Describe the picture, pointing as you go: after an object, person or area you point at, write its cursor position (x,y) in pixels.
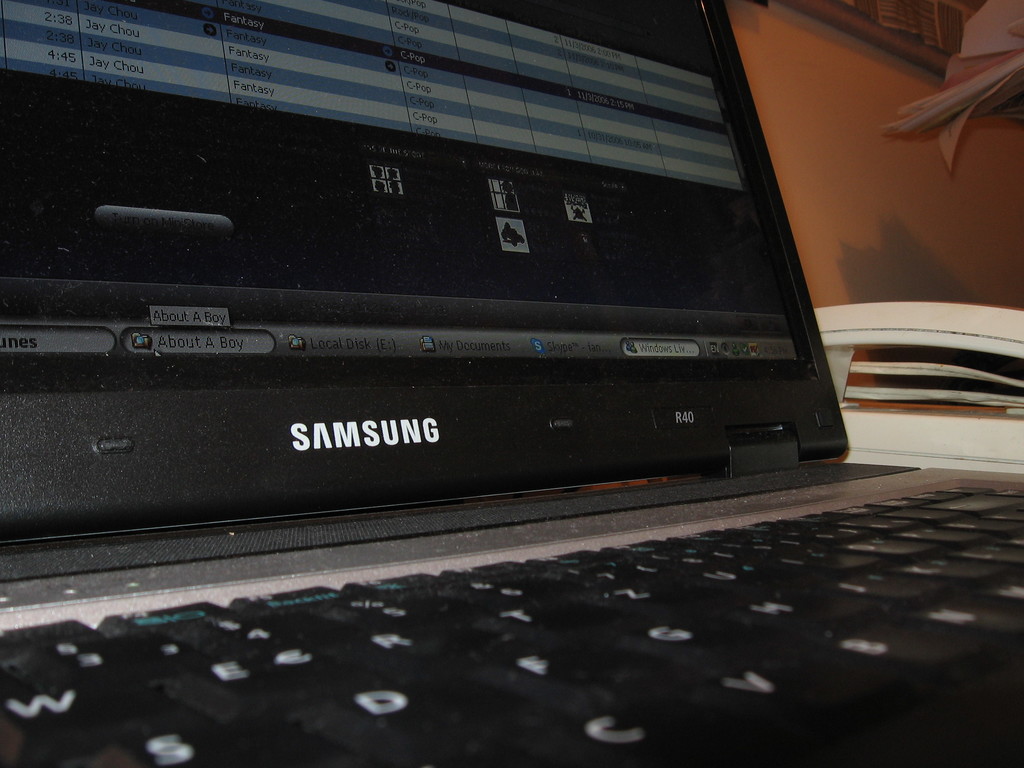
In this image in the front (487,378) there is a laptop (536,431) and there is some text (398,423) written on the laptop (364,446). In the background (961,420) there is an object (936,375) which is white in colour and on the top (996,80) there are papers (1000,64) and there is a wall (877,111) and on the wall (864,115) there is a frame (864,15).
